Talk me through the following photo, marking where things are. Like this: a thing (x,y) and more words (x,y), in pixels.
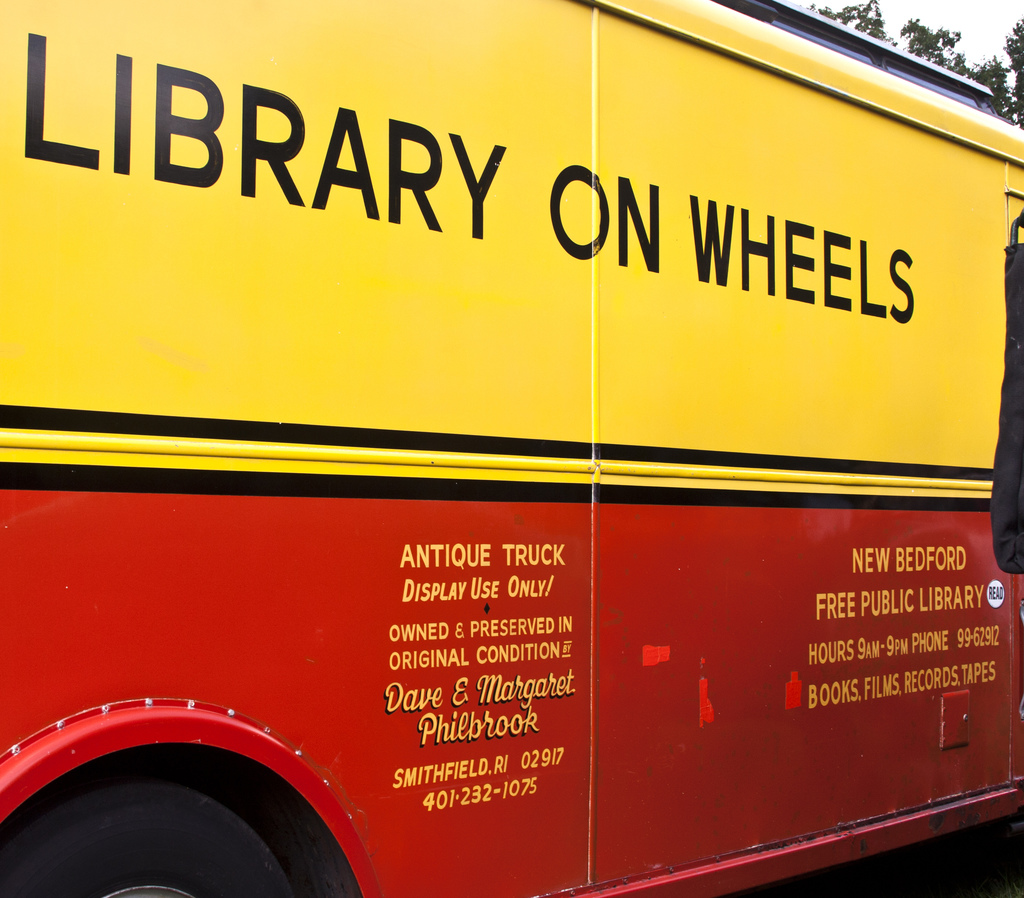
In the center of the image (414,395), we can see a bus (350,499) and there is some text (545,597) written on it. In the background (859,11), there are trees (935,46).
